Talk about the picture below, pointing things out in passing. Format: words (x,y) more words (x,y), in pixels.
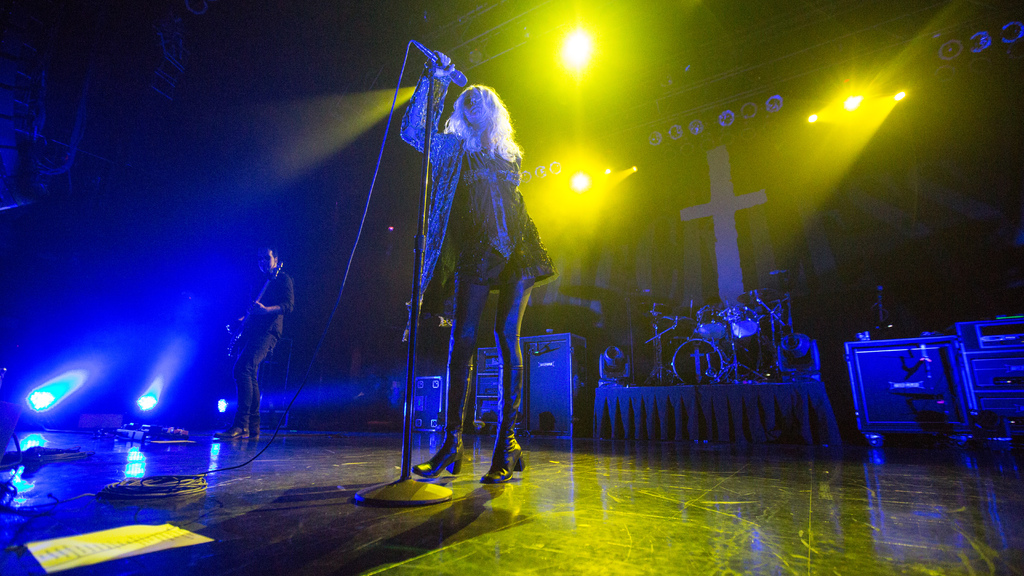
In the center (496,200) we can see one woman (520,233) holding microphone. On the left center (279,278) man (275,310) holding guitar (239,344). Coming to background (618,162) we can see few musical instruments (717,352), wall (752,241) and lights (797,357).
